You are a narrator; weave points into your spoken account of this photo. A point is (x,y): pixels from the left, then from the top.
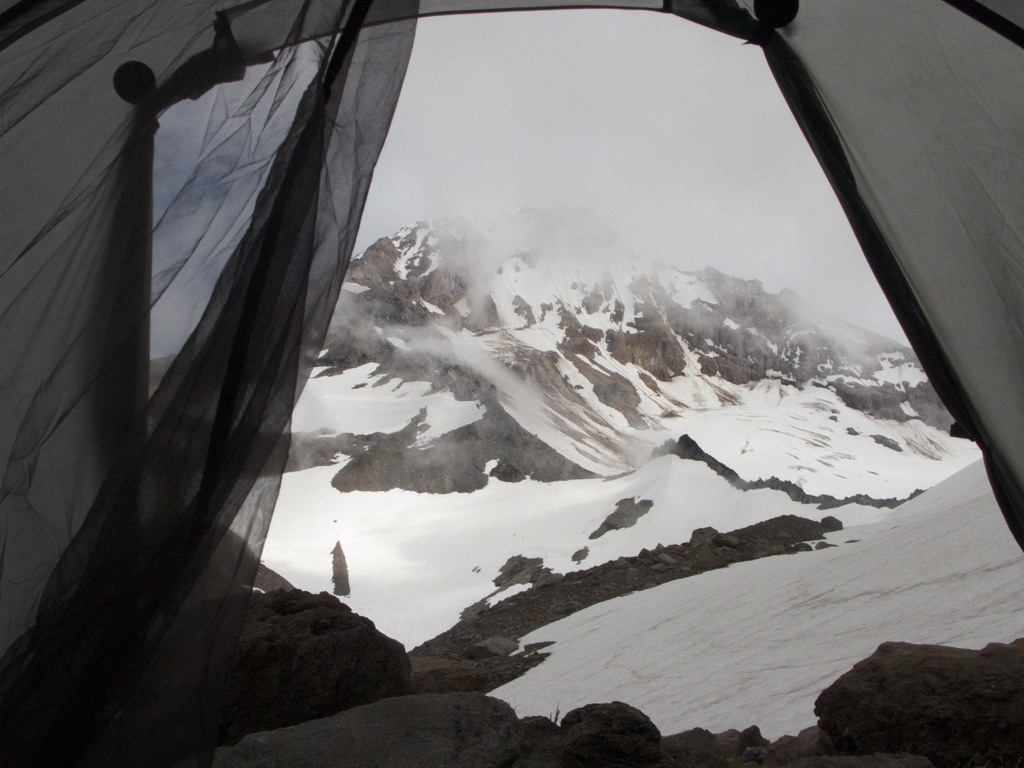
In this image we can see the inside view of a tent (81,221) and in the background (739,505) we can see snow (731,507) on the ground (671,574) and mountain (682,355) and we can see the sky (549,162) and smoke (551,239).
